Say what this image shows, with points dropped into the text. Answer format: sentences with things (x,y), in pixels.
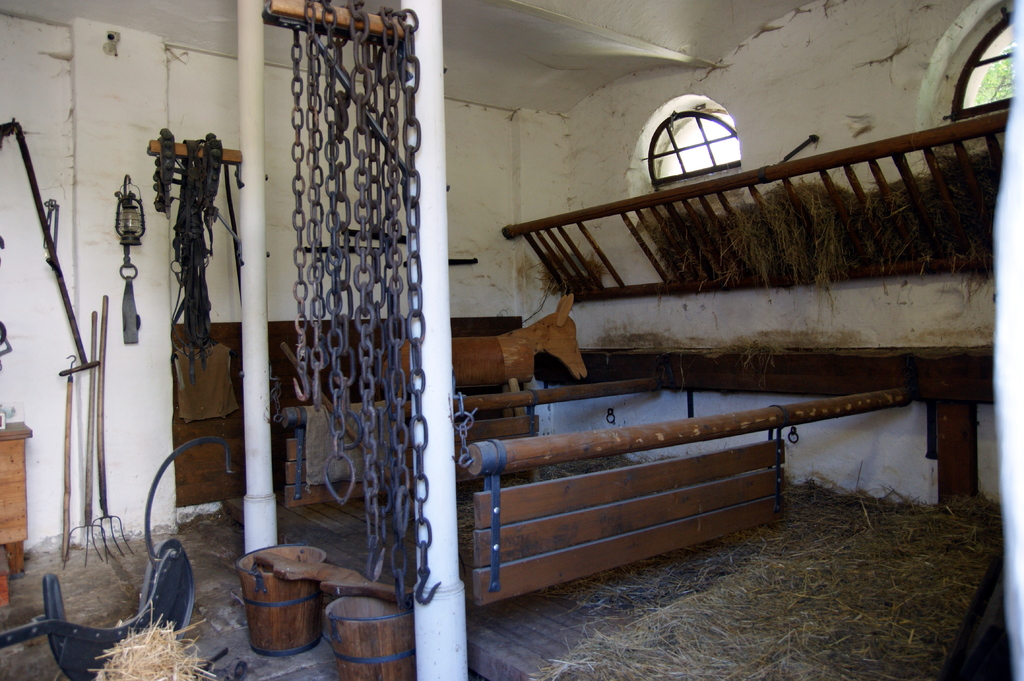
In this image, we can see the ground (247,660) with some objects (347,602). We can also see some wooden objects (337,592), chains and a few metal objects (148,586). We can also see some dried grass (828,498). We can see the wall (819,147) with some objects (756,202) attached to it.
